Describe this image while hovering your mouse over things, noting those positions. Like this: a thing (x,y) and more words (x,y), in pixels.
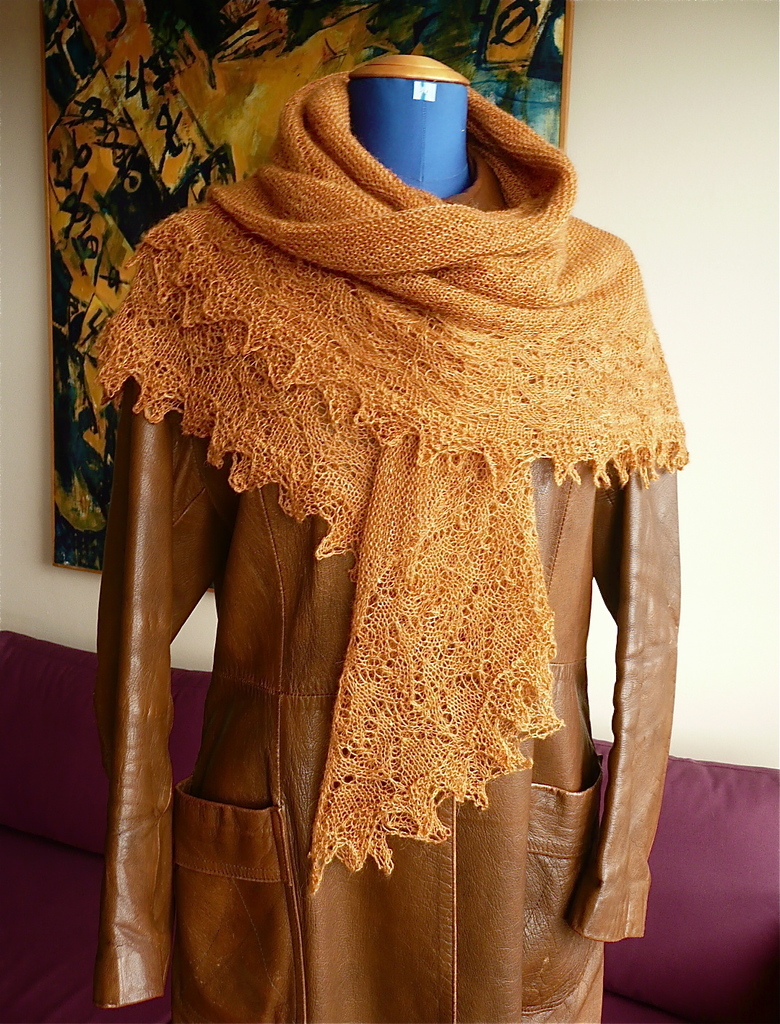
In the center of the picture (350,381) there is a mannequin (466,745), to the mannequin (436,522) there is a scarf (340,681) and a coat (319,613). In the background (282,47) there is a frame (353,64) to the wall (722,164). At the bottom (695,873) there is a couch (76,929).
